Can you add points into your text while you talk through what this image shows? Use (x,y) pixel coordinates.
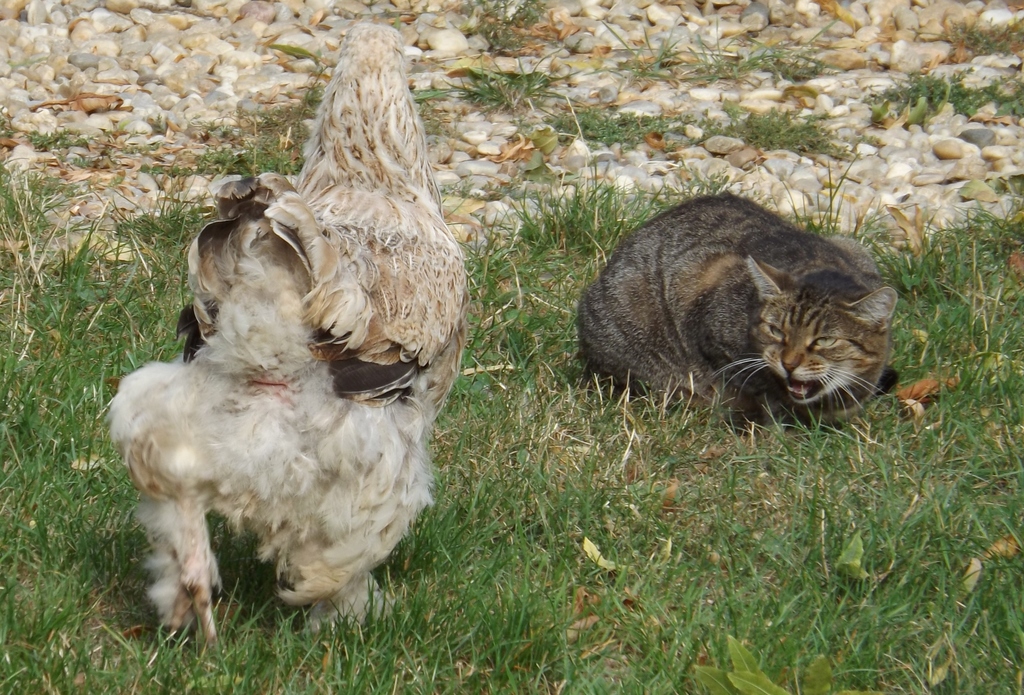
In this picture I can see a cat (599,324) and a hen (353,327) on the ground (449,515). I can also see grass (530,413) and stones (762,103).
